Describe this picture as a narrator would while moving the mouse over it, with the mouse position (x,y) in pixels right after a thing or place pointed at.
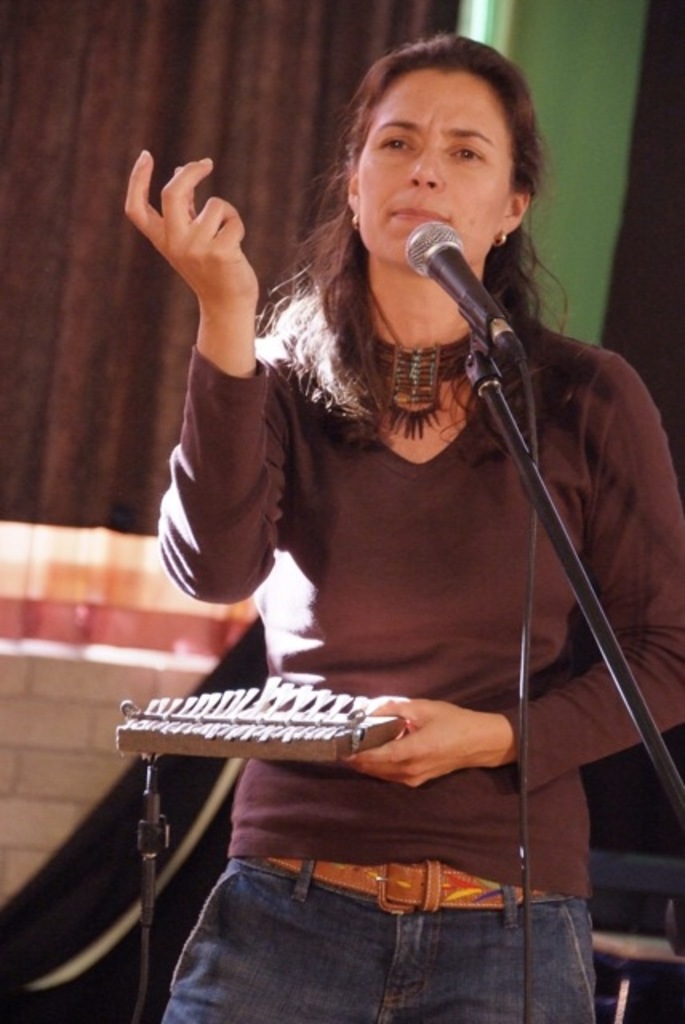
In this picture I can observe a woman (395,440) standing in front of a mic (452,284) and a stand (599,636). She is wearing brown color T shirt (364,621). In the background (273,286) I can observe brown color curtain (62,441) and a wall (61,715).
